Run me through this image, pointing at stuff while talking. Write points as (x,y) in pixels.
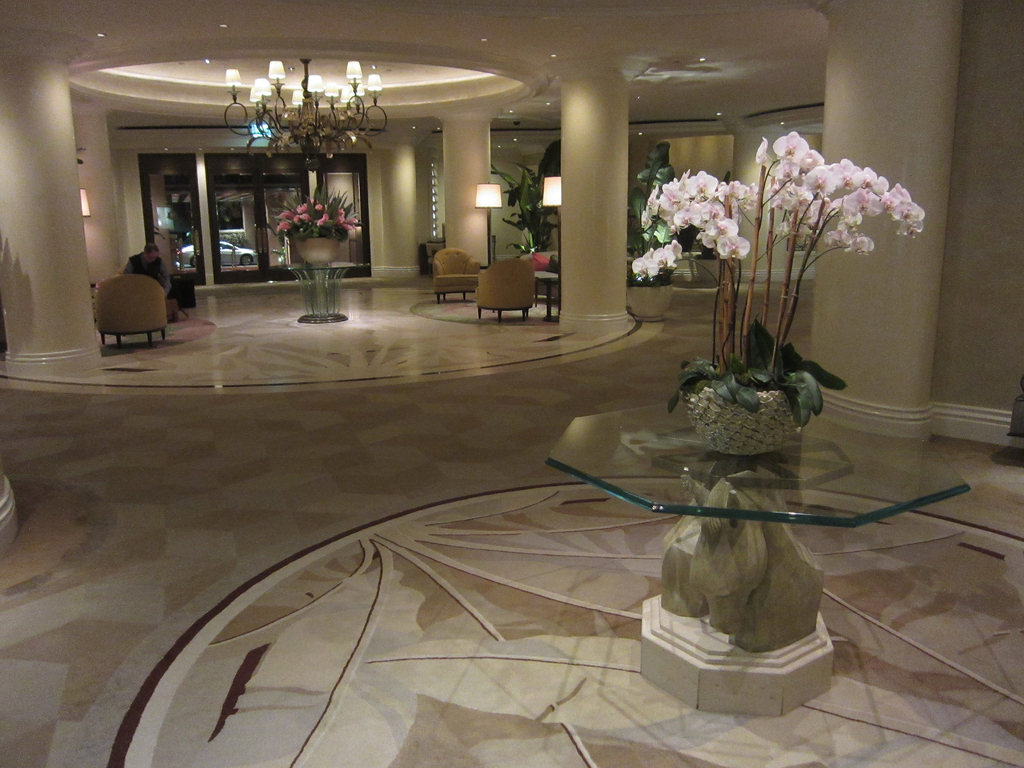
In this picture we can observe some chairs (455,288). There are flower vases (314,250) placed on the tables (594,434). We can observe pink color flowers (727,223) on the right side (694,178). There is a chandelier (346,126). We can observe pillars (476,215) and two lamps (494,199). In the background (176,182) there is a door (267,204).
